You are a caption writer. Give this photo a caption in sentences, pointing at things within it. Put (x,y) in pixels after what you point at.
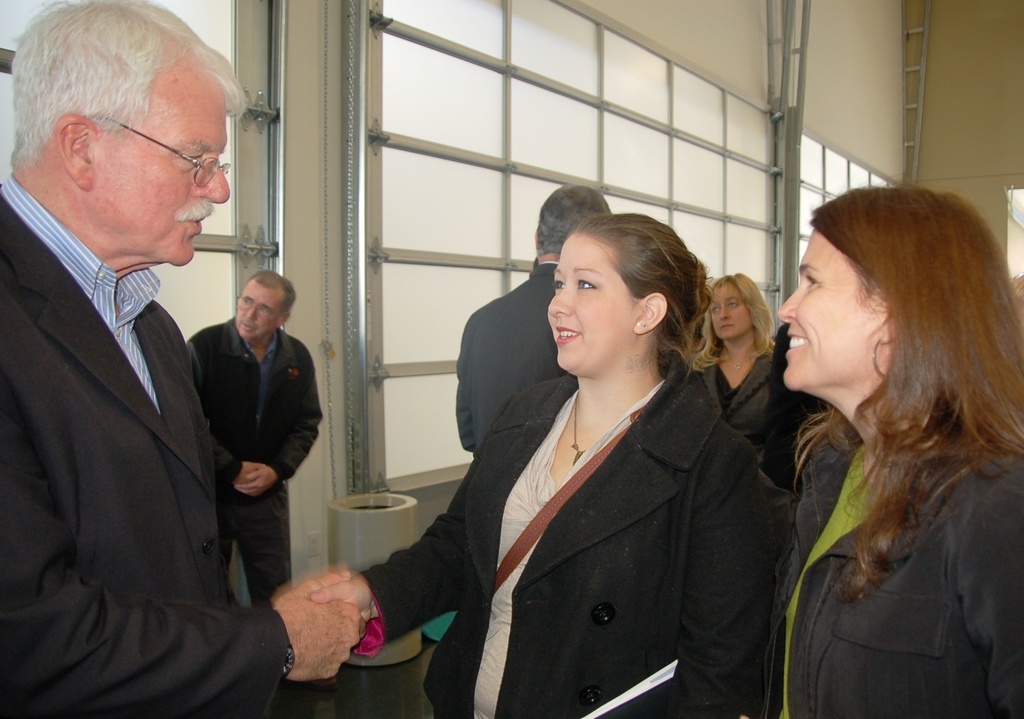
In this picture there is a person (172,498) wearing black suit (130,497) is standing in the left corner (184,527) and shaking his hand (295,627) with a woman (397,557) standing in front of him and there is another woman (822,598) standing beside her in the right corner (884,562) and there are some other persons (735,354) and a dustbin (352,535) in the background (361,522).
